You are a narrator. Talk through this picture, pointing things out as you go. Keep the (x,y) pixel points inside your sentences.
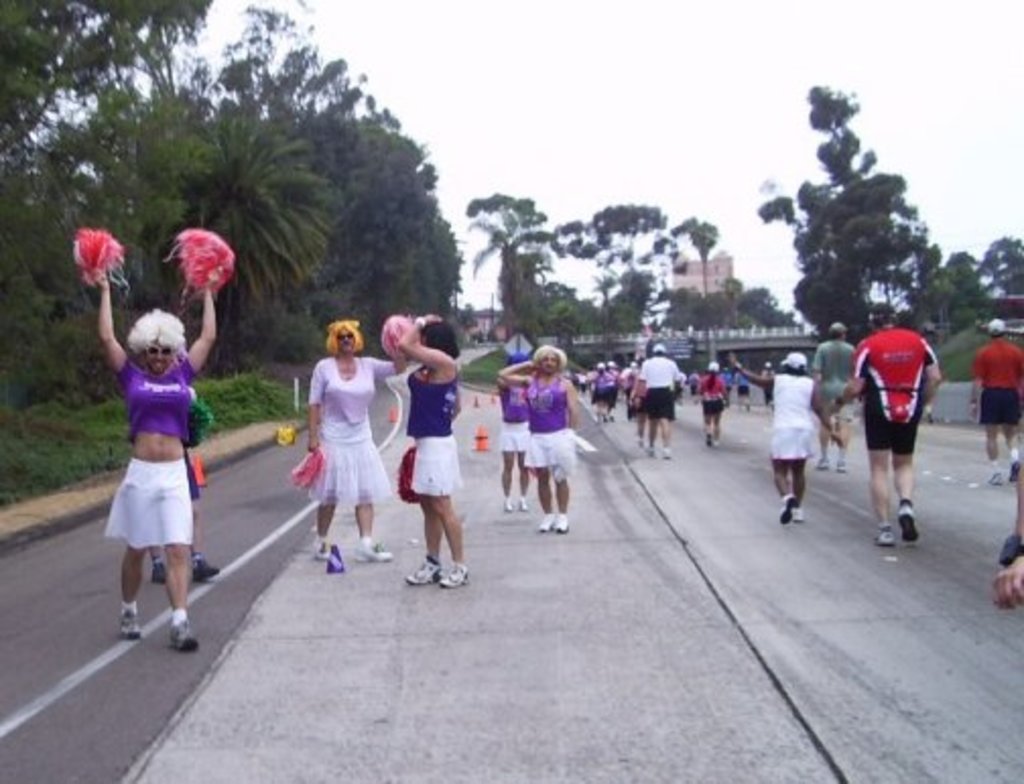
As we can see in the image there are trees (321,211), buildings (710,272) and few people (1016,432) here and there. On the top (740,192) there is a sky (741,227).
